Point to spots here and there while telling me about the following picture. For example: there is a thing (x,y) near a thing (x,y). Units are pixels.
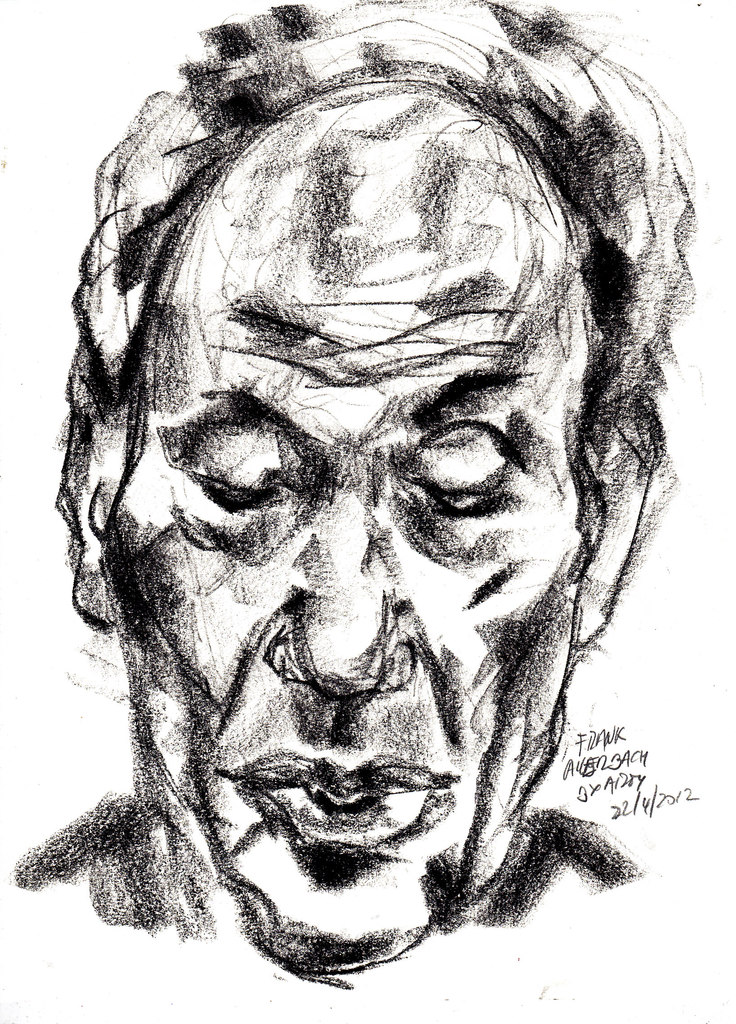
In this picture we can see a drawing (209,440) of a person's face (448,573) and some text (673,801).
